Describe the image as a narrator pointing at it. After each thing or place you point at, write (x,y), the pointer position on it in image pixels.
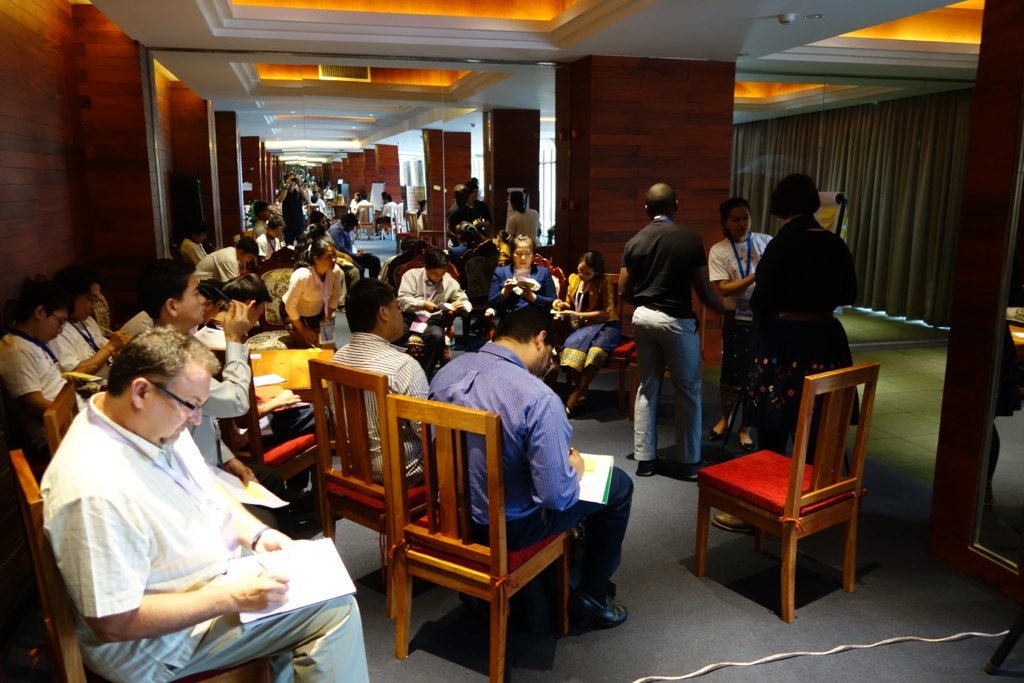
In this image there are group of persons (410,317) who are sitting on the chairs (426,408) and doing some work.
